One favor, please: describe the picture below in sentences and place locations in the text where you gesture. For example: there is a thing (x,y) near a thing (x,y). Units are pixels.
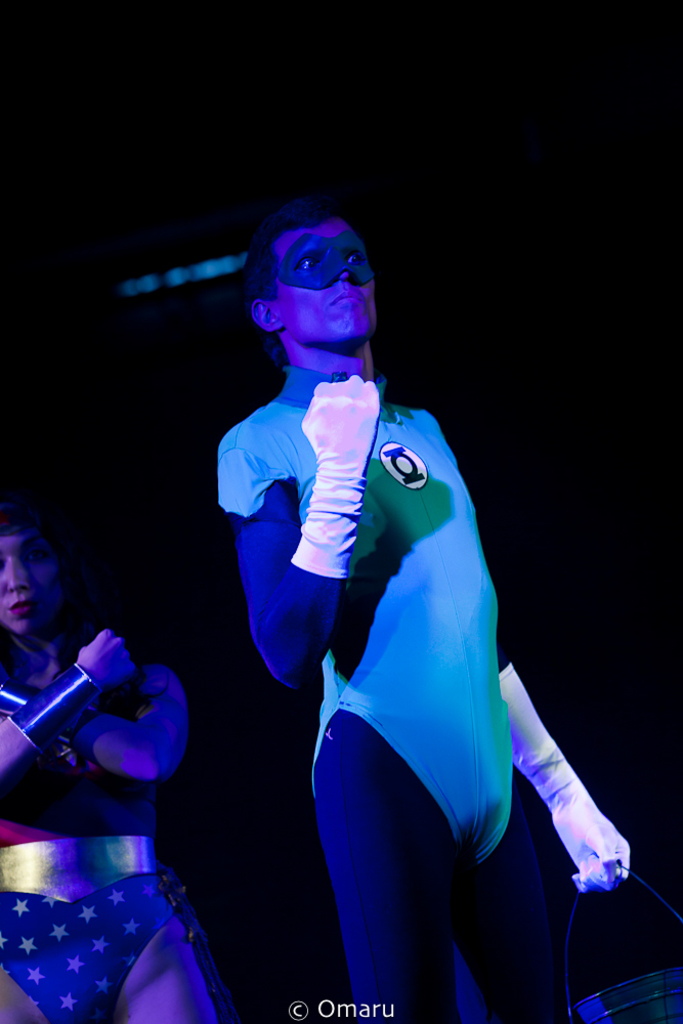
In this image I can see a person (287,565) wearing a costume (375,601) which is blue in color and a woman (99,750) wearing a costume (70,868) which is gold, red and blue in color. I can see the black colored background (654,656).
